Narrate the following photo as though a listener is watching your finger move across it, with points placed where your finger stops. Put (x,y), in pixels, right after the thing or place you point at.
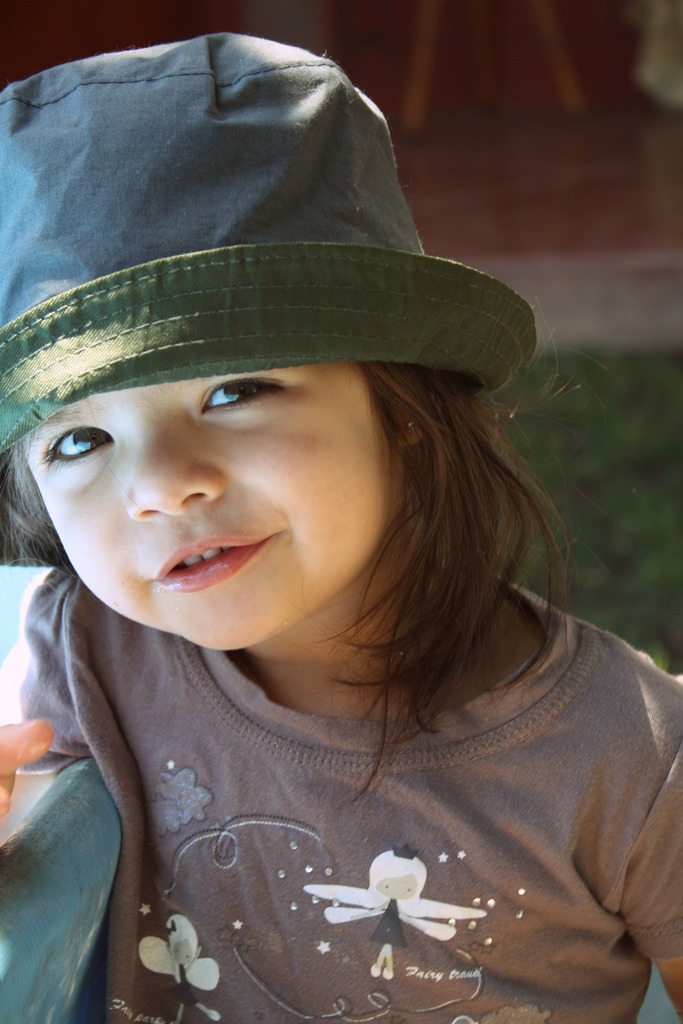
In the image we can see there is a girl (280,591) and she is wearing hat (227,173). Behind there is grass (619,492) on the ground (627,461) and background of the image (580,256) is little blurred.
